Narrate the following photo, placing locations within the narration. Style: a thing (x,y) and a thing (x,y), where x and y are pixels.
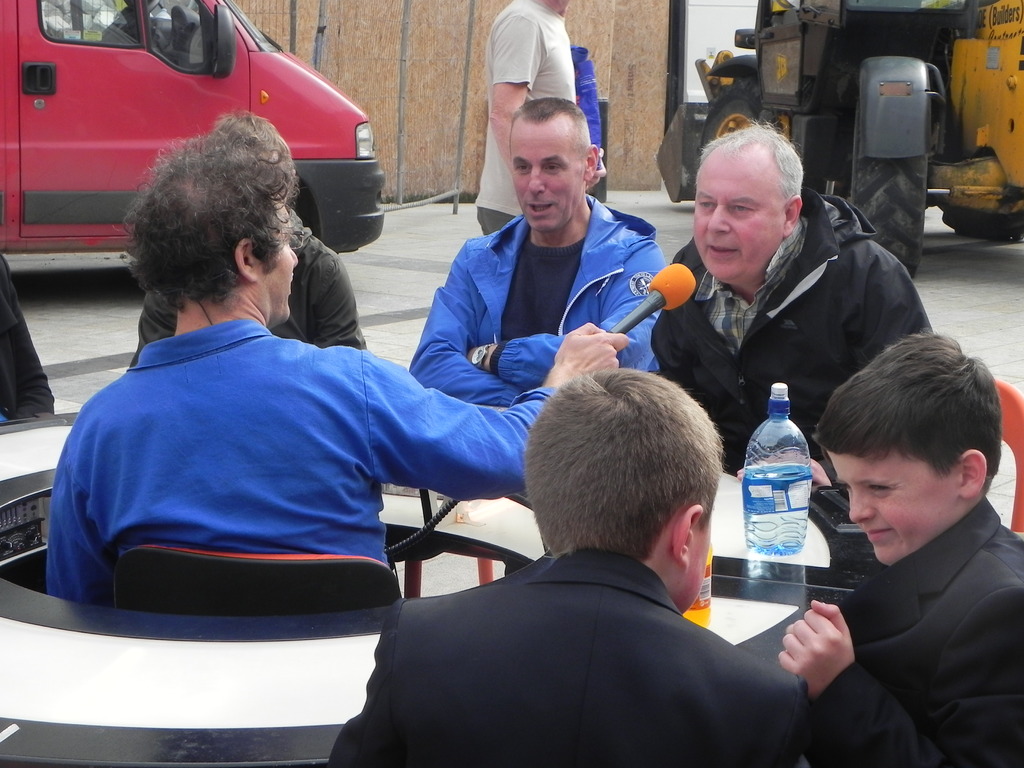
In this picture I can see a group of people (640,645) sitting. In the left-hand (145,82) top corner I can see a red car (184,120). In the middle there is a person (518,64) standing. In the right-hand (920,157) top corner there is a vehicle (847,165).
